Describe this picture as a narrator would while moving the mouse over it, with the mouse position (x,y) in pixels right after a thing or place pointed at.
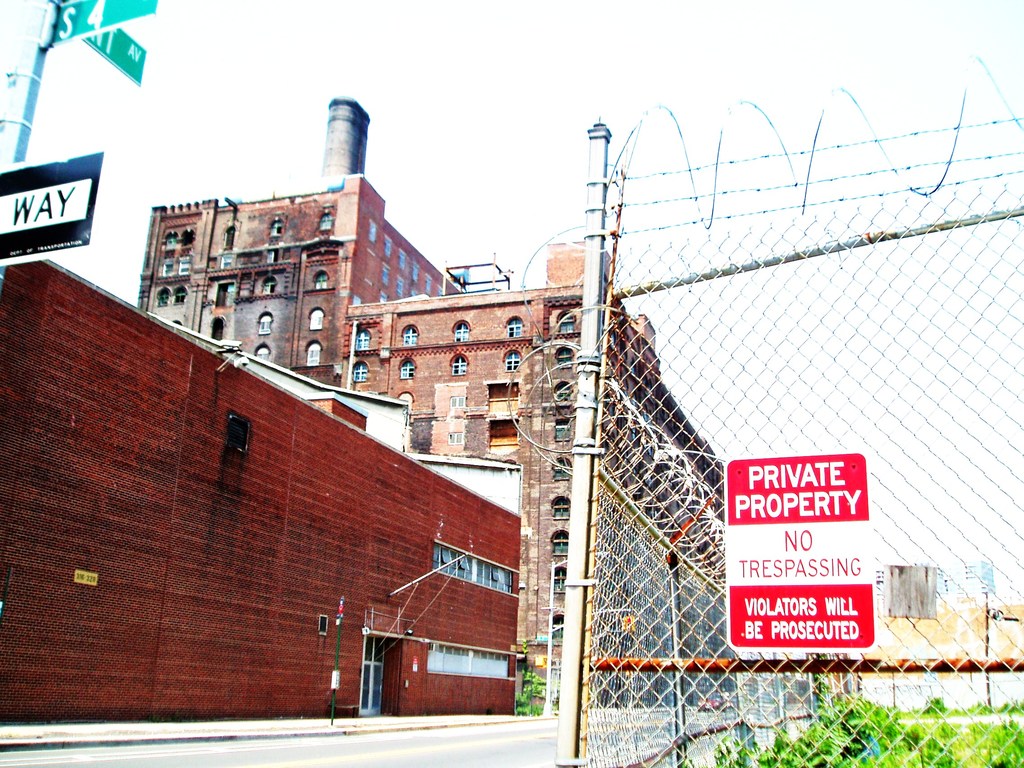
In this picture we can see many buildings (372,415). On the right (768,545) there is a sign board (822,598) on the fencing (846,654). At the bottom (841,761) we can see the plant (844,728). At the top (701,50) there is a sky (550,48).
